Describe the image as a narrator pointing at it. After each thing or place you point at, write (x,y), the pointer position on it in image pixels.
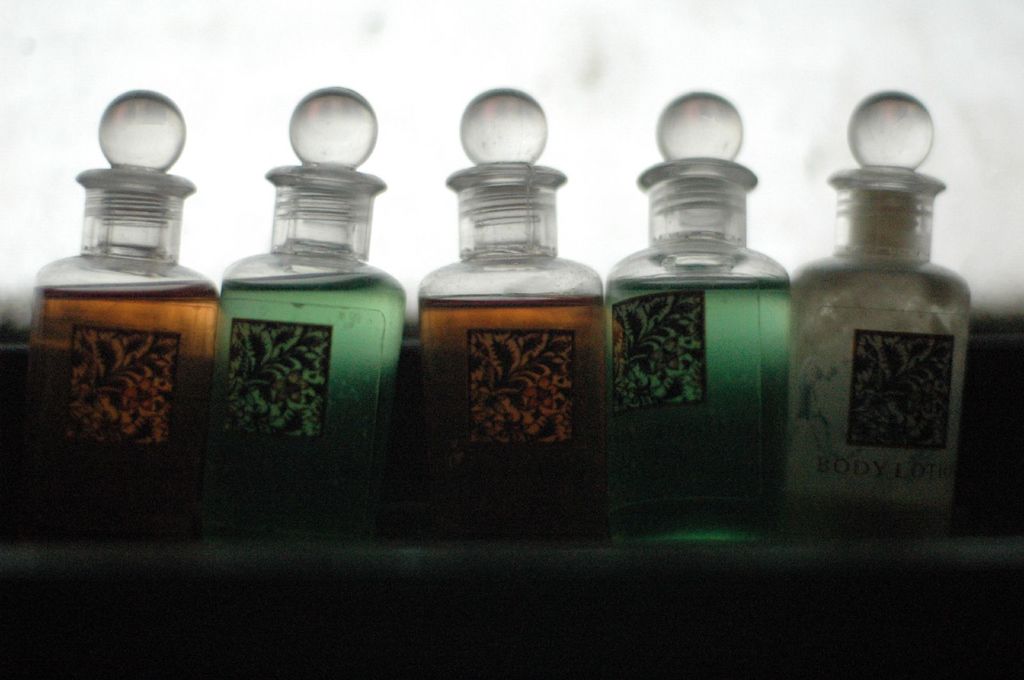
This picture shows jar bottles (168,505) with liquid (429,369) in it
